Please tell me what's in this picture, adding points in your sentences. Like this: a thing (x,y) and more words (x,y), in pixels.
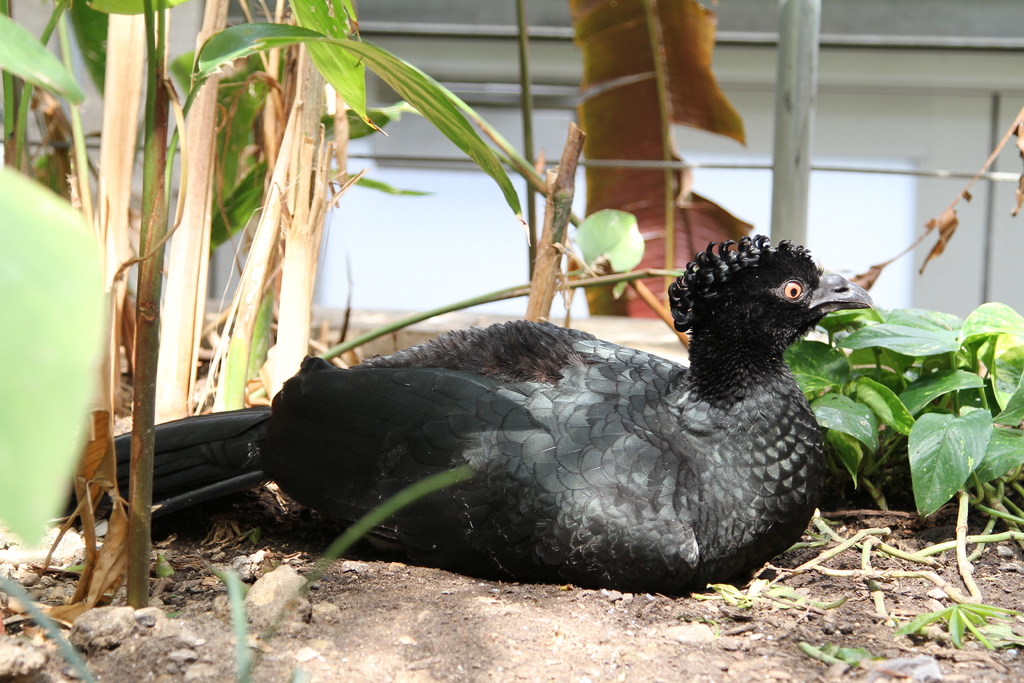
It is a bird (579,414) which is in black color, in the left side (18,269) there are plants (194,221).
